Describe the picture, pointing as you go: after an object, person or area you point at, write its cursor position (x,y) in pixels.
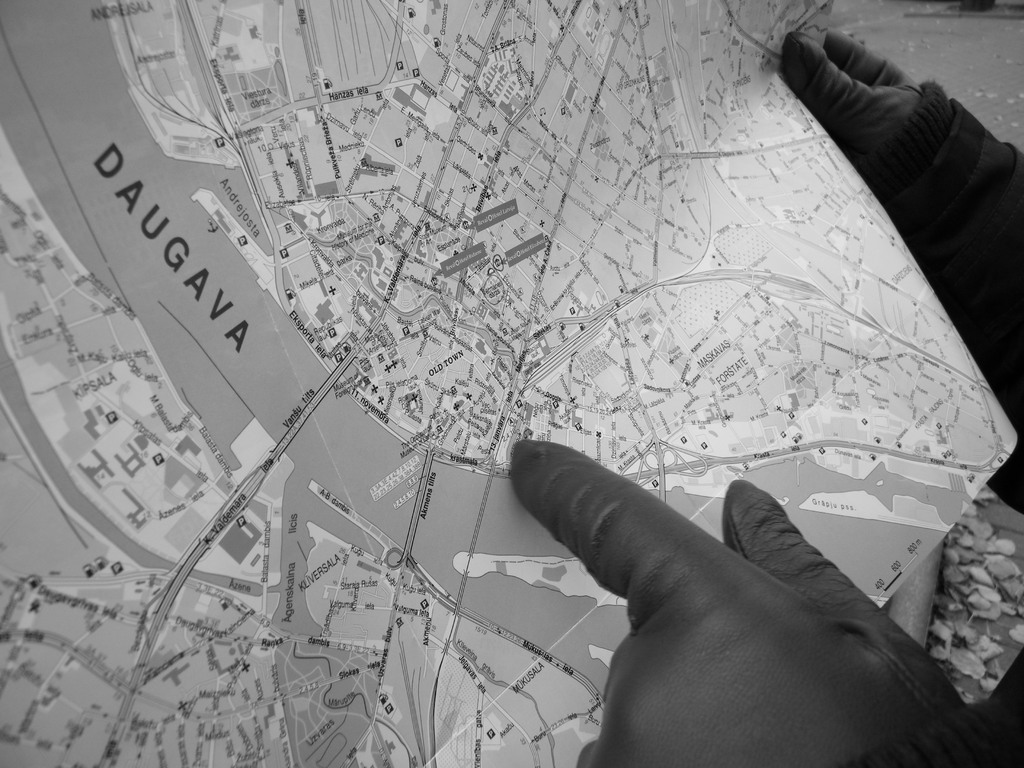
In this image we can see a person (671,547) holding a paper (460,442), in the paper (436,400), we can see the route map (466,314), on the floor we can see some leaves (966,616).
